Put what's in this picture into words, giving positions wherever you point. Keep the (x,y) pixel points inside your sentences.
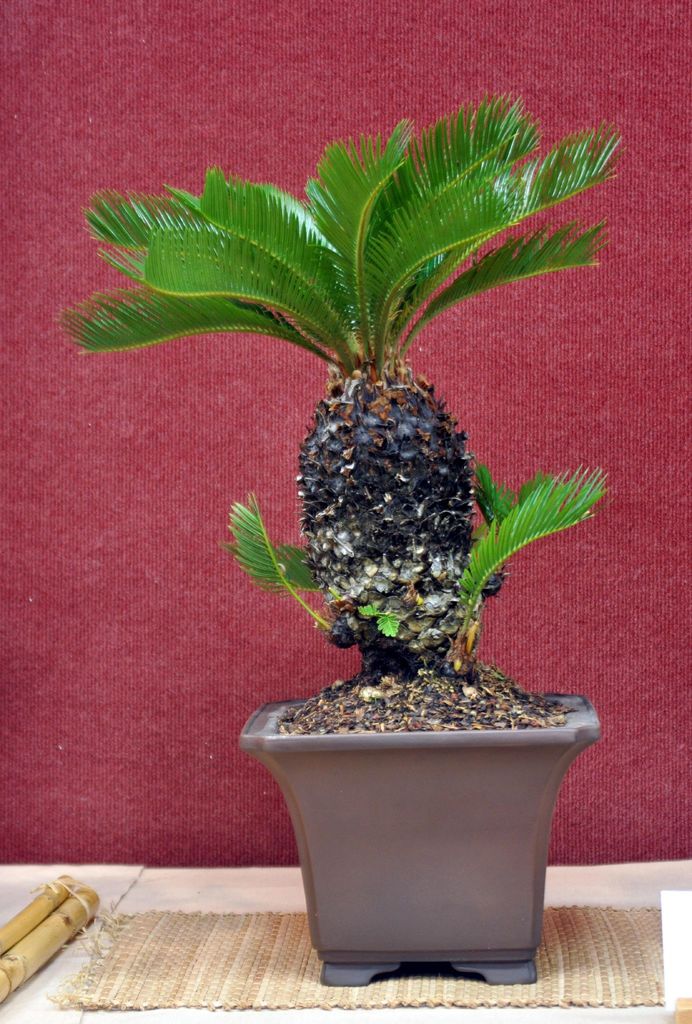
In this image we can see a plant (454,559) on the flower pot (350,889), doormat (238,973) and wooden sticks (38,948) here. In the background (222,76), we can see the maroon color wall (135,553).
